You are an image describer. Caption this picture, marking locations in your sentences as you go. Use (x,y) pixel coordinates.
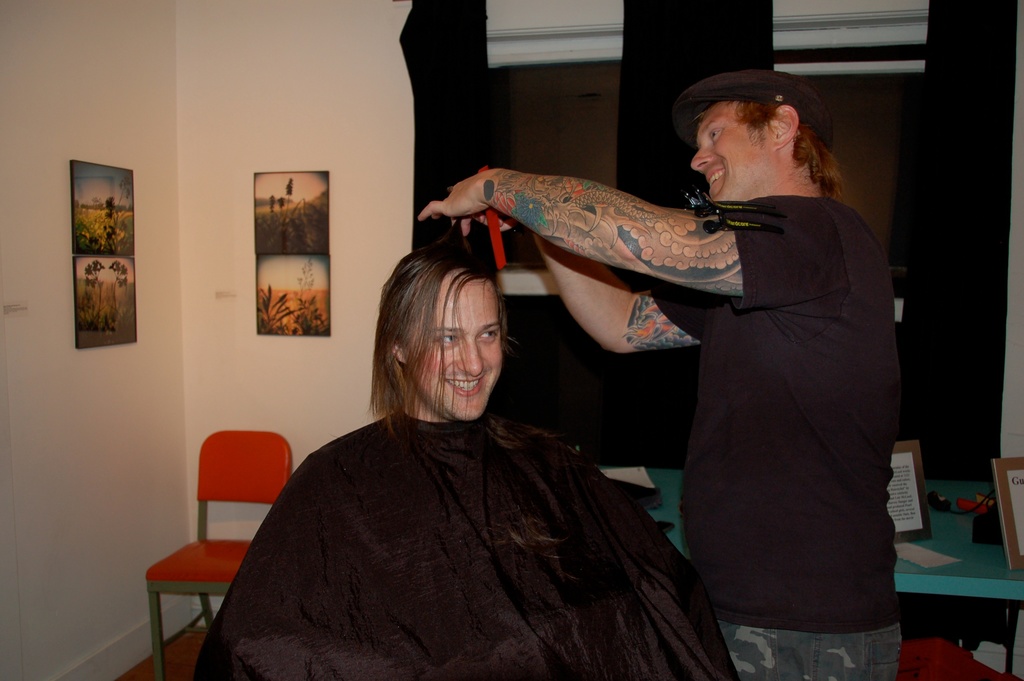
In this image I can see two people (727,483) where one is sitting and another one is standing. I can also see smile (722,173) on their faces (464,378). In the background (209,604) I can see a chair (208,550), a table (940,565) and few frames (81,307) on this wall (215,158).
